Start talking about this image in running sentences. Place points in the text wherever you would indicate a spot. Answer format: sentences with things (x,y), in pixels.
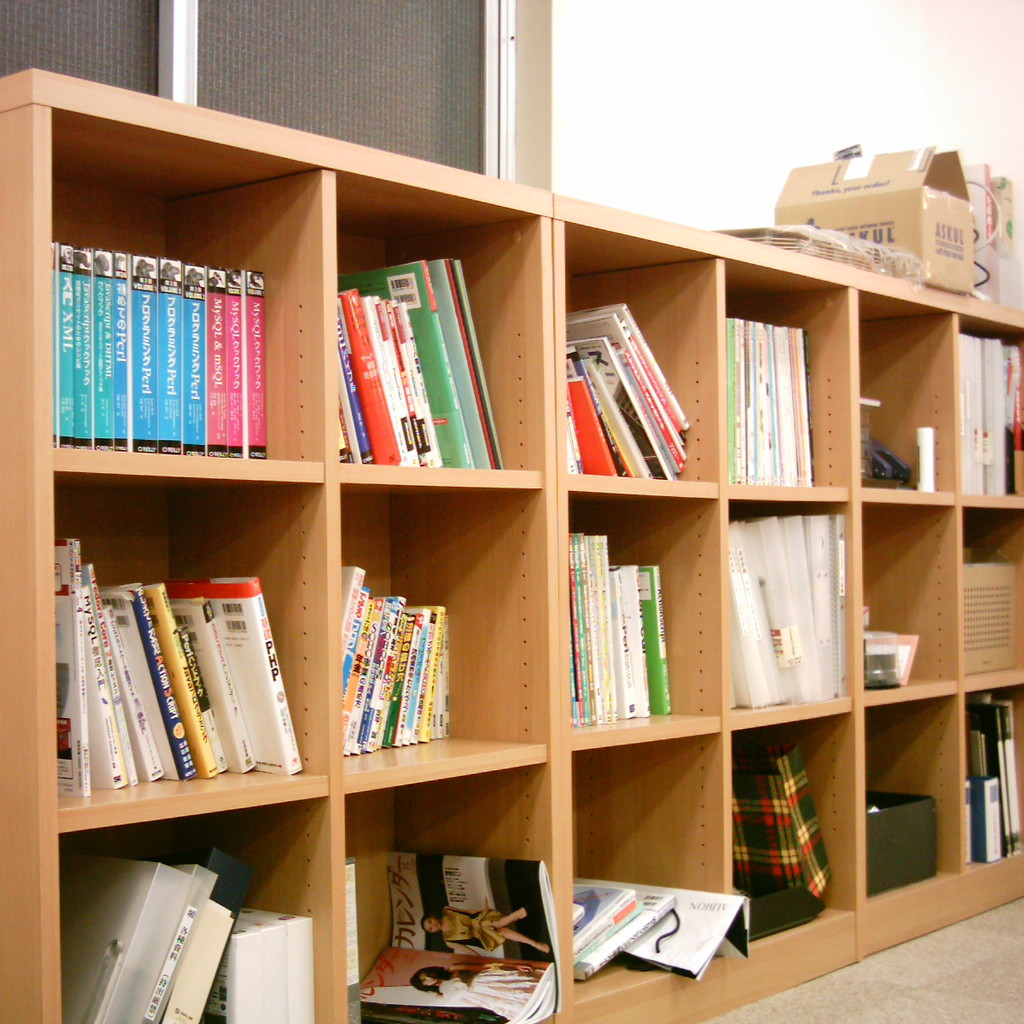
In this picture we can see a rack (307,711), there are some books (200,597) on the rack (690,555), we can see a cardboard box (907,239) here, in the background (686,80) there is a wall (598,81), we can see a window (119,36) here.
